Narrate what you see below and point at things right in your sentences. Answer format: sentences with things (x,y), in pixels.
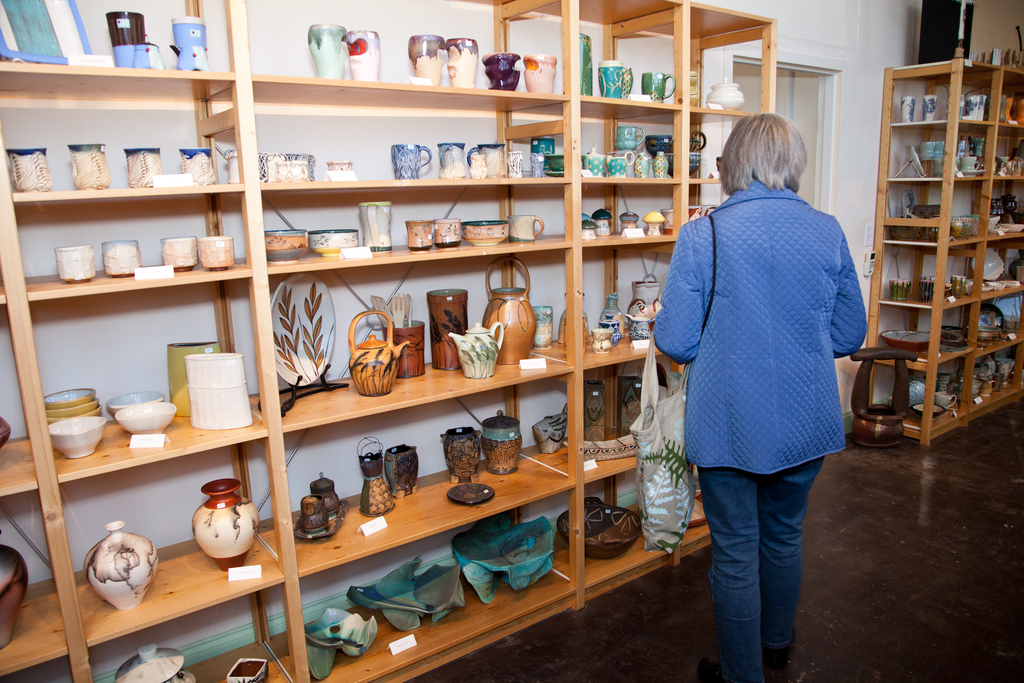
In this picture we can observe person (741,331) standing on the floor (854,535). This person (838,419) is wearing blue color coat (741,327) which is in blue color. We can observe racks (197,593) in which there are some bowls (95,432), teapots (369,357), jugs (91,162) and flowers vases (194,533). There is a wall (854,156) which is in white color.
